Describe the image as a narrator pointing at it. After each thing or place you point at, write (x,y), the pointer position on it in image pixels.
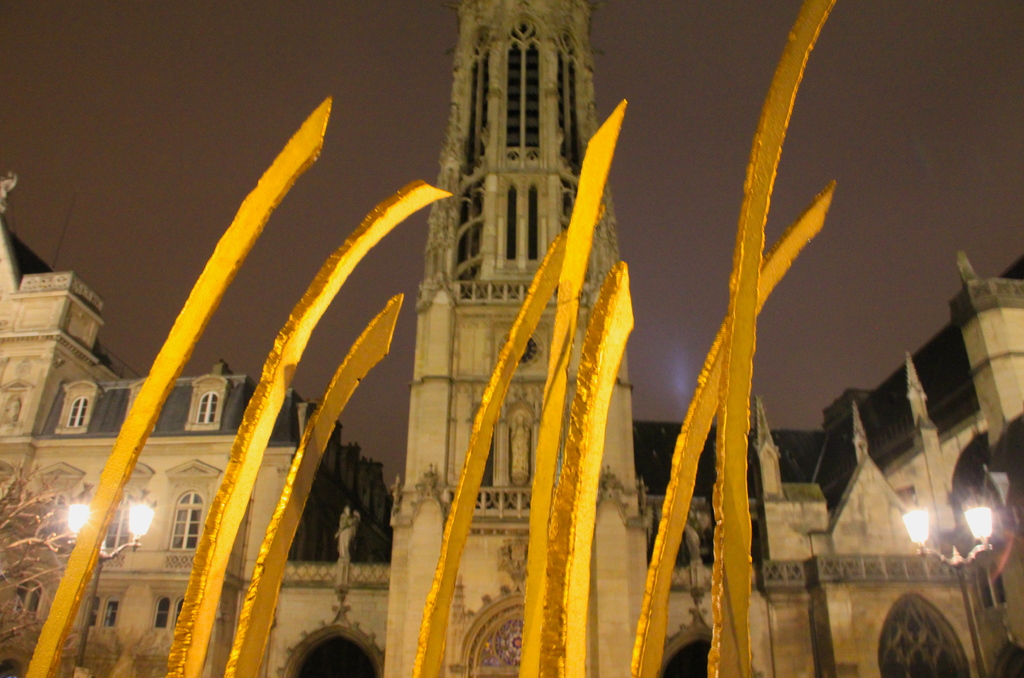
In this image we can see the buildings (370,545) and also a tower (551,67). We can also see the light poles (966,564), tree (57,570) and also the sky (291,106). We can also see some yellow color objects (302,133).
